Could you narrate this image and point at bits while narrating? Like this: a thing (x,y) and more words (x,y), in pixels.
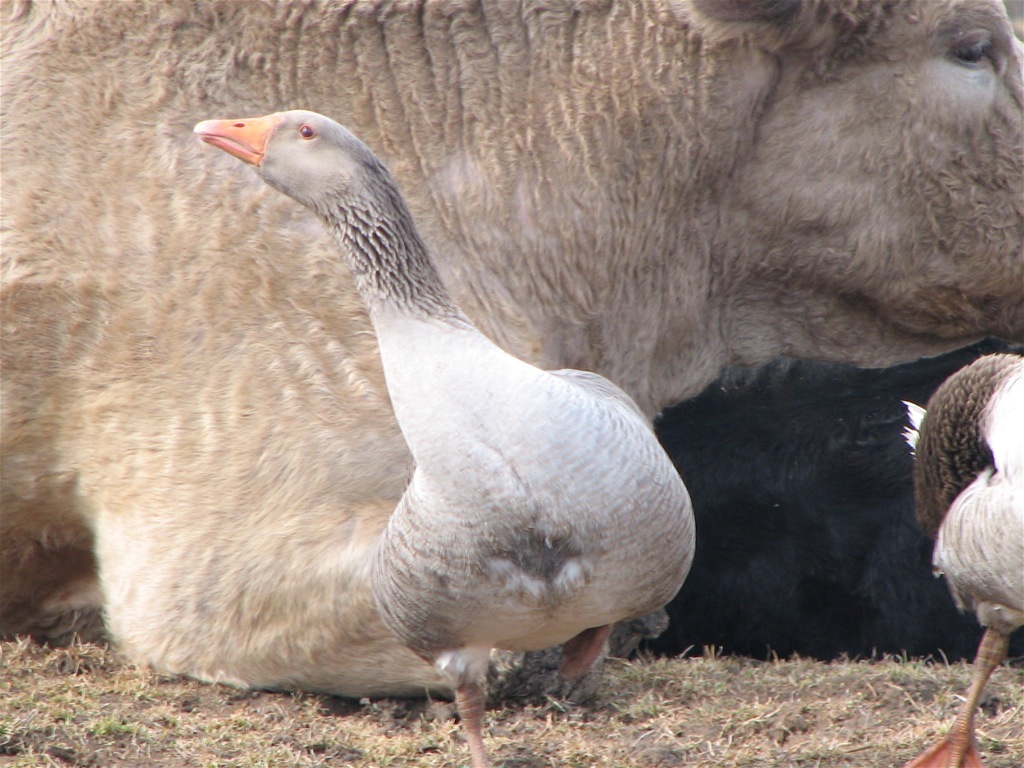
This picture shows a cow (141,325) and it is light brown in color and ducks (447,310) are white and black in color and we see grass (256,732) on the ground (98,715).
